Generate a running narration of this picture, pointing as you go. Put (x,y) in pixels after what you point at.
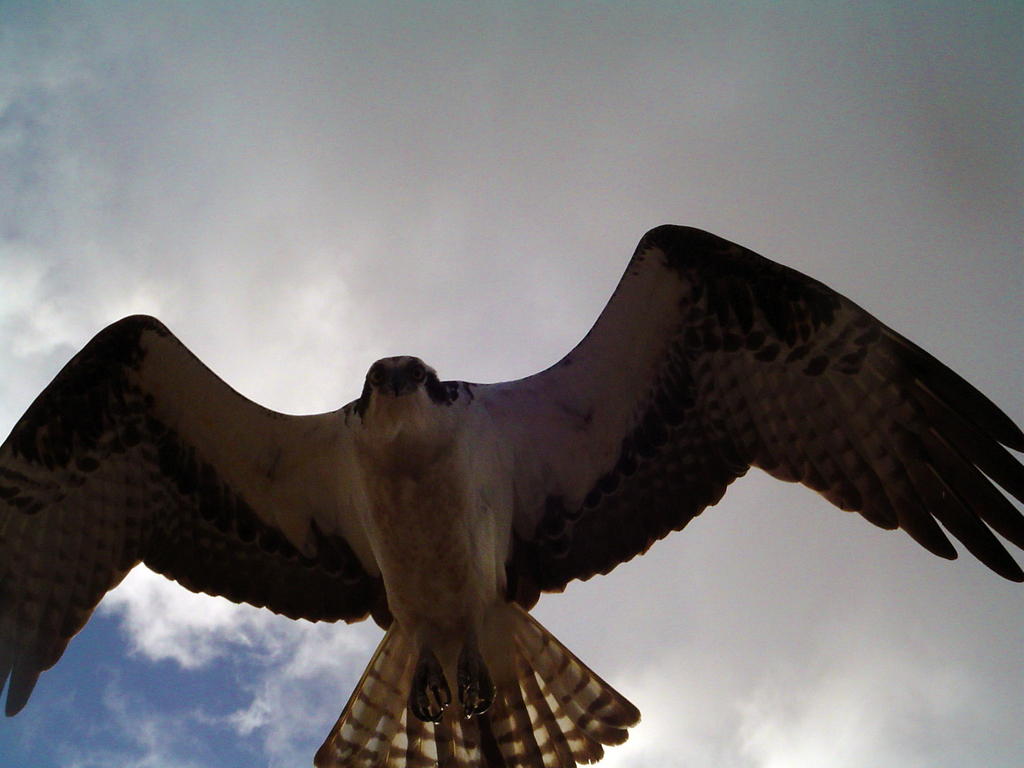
This image consists of an eagle (636,469). There is the sky (349,385) in this image.
